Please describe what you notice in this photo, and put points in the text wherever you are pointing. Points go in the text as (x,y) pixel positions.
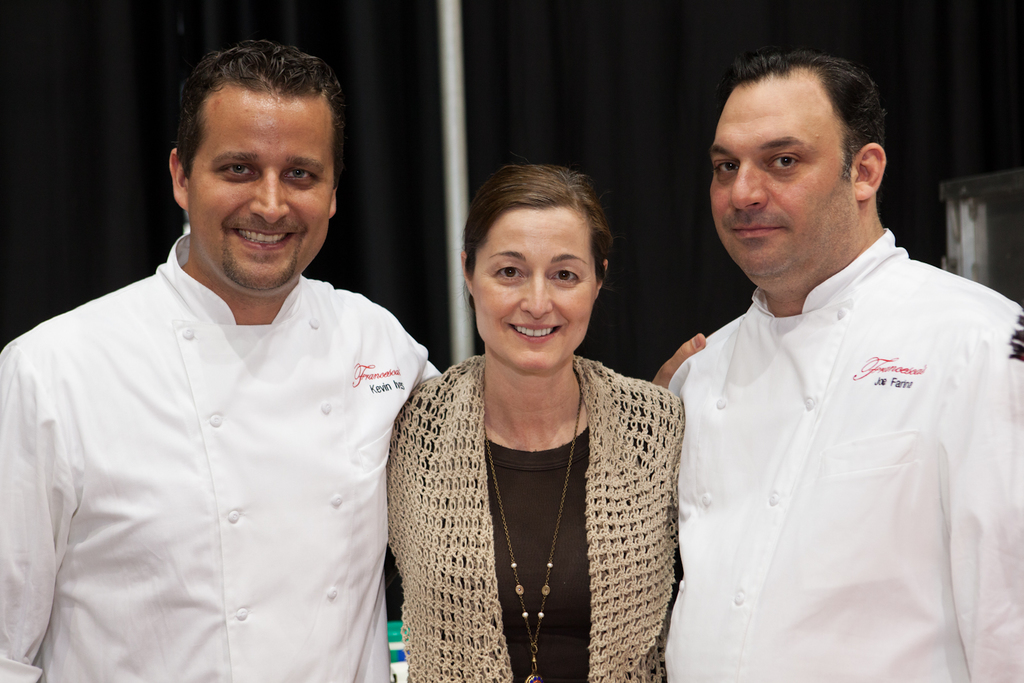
In this picture there are two persons (197,443) standing and smiling and there is a person (1018,302) standing. At the back (92,104) there is a curtain (479,113) and there is a pole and there is an object (1016,217).
